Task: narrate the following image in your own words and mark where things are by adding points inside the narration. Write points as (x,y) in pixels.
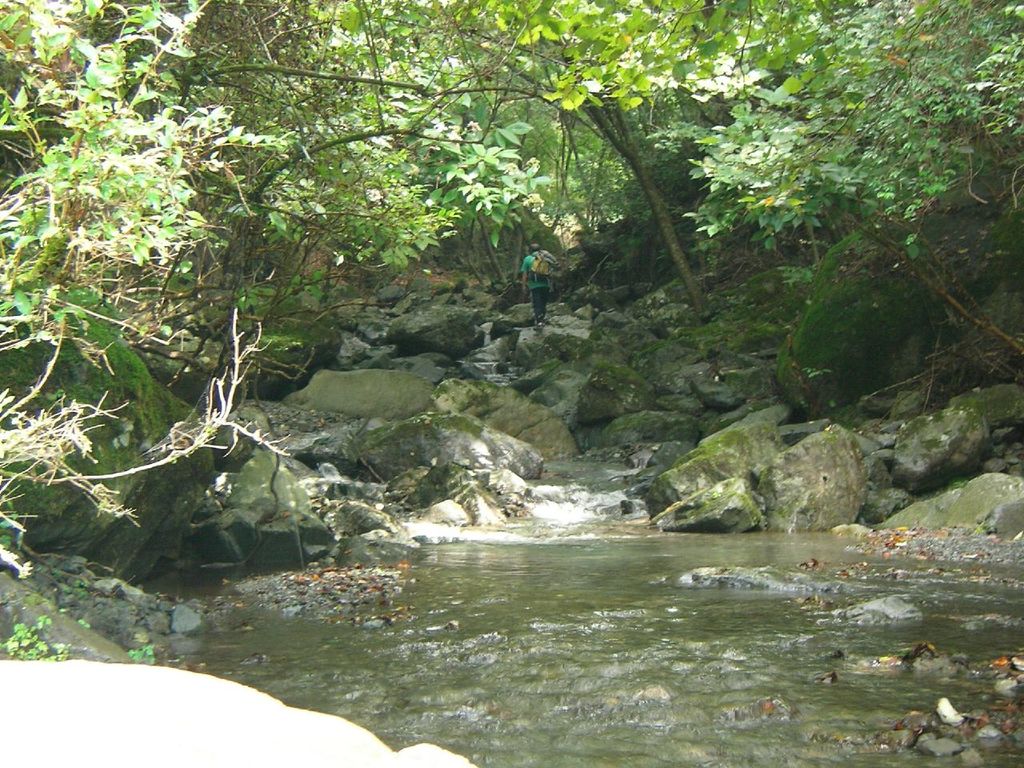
In the background (431,139) we can see trees (510,116), a person (541,302) walking wearing a green t-shirt (533,288). We can also see rocks (743,459), water (601,592) and small plants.
